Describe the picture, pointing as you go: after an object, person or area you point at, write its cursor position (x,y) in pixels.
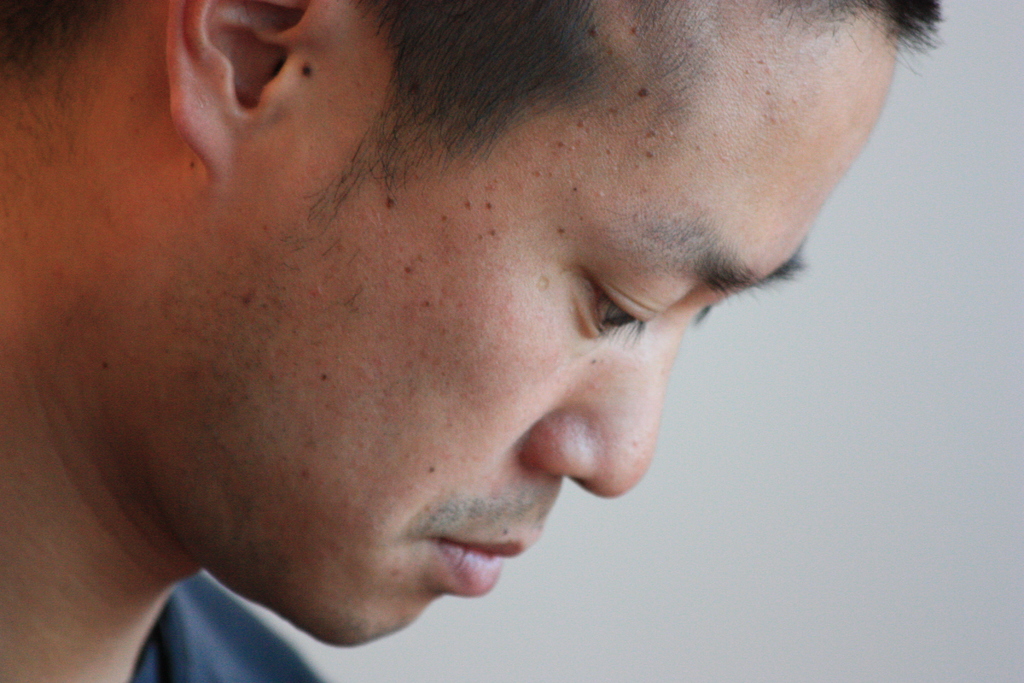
In this image I can see a person (601,427). In the background (776,509), I can see the wall (767,585).
